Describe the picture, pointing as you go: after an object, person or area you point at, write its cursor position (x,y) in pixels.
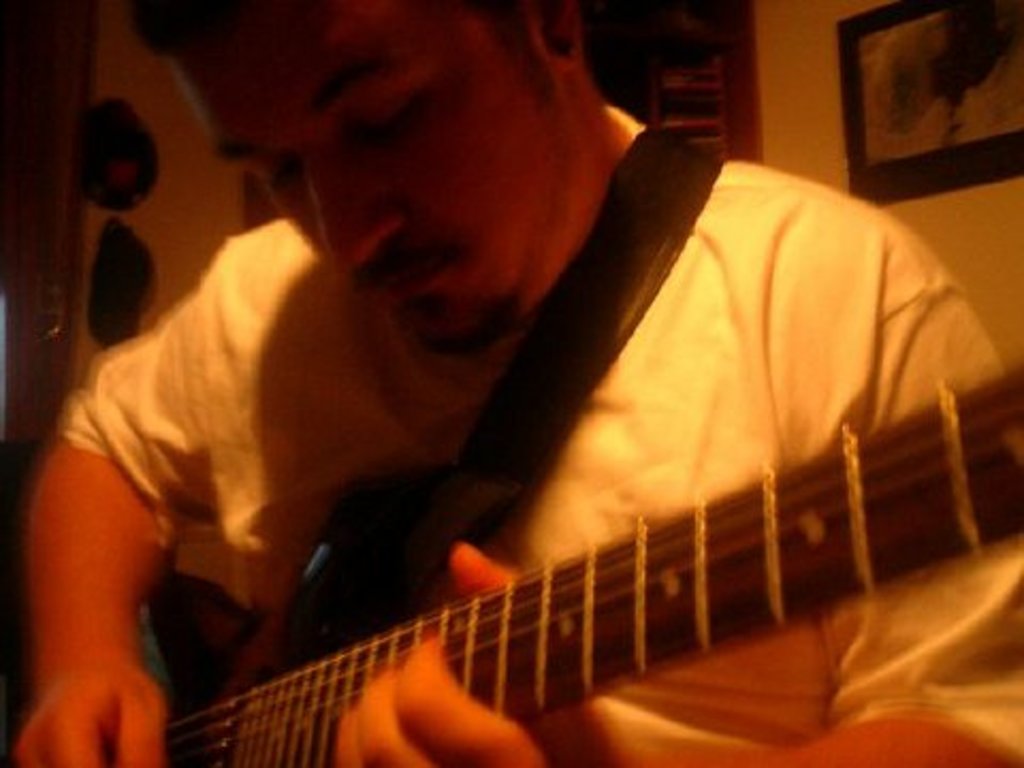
This image is taken indoors. In the background (809,120) there is a wall (818,110) with a picture frame (852,112) on it. In the middle of the image (440,413) there is a man (166,523) and he is holding a guitar (243,713) in his hands (59,681).
